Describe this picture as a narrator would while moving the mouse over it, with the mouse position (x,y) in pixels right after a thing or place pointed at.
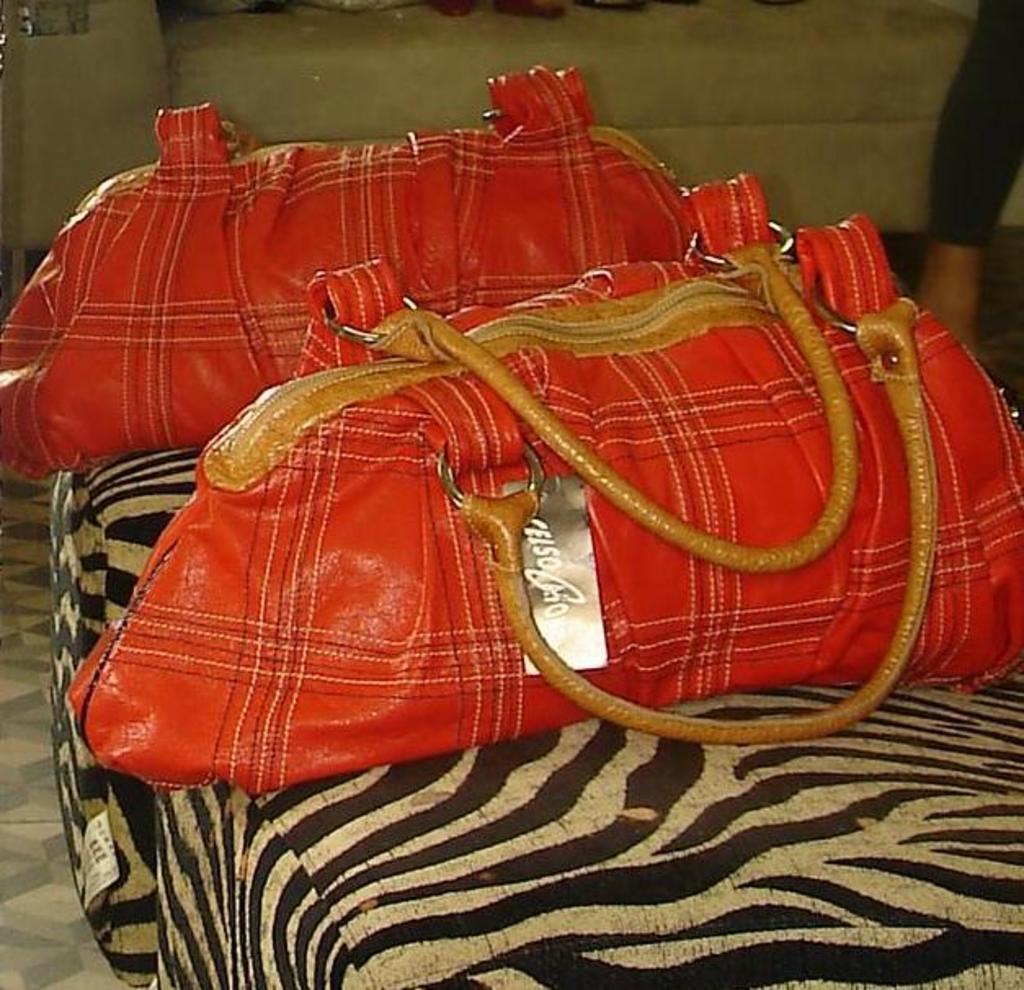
There are two red bags (435,334) placed on a chair (527,810) and there is a sofa (318,61) in the background (775,81).
